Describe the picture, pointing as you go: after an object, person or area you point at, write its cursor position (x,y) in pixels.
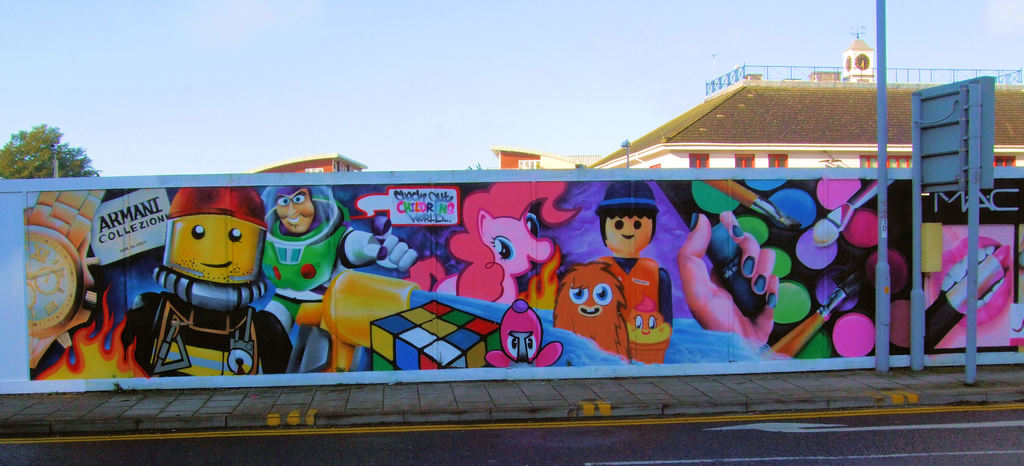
This is an outside view. At the bottom (417,443) there is a road (415,444). Beside the road (382,448) there is a footpath (588,395). On the right side (878,332) there are few poles (884,267) on the footpath (825,383). In the middle of the image (476,246) there is a wall (363,311) on which I can see many paintings (519,263) of cartoon images (356,307). In the background (862,152) there are few buildings (544,153). On the left side (35,156) there is a tree (37,149). At the top of the image (330,70) I can see the sky (237,54).
